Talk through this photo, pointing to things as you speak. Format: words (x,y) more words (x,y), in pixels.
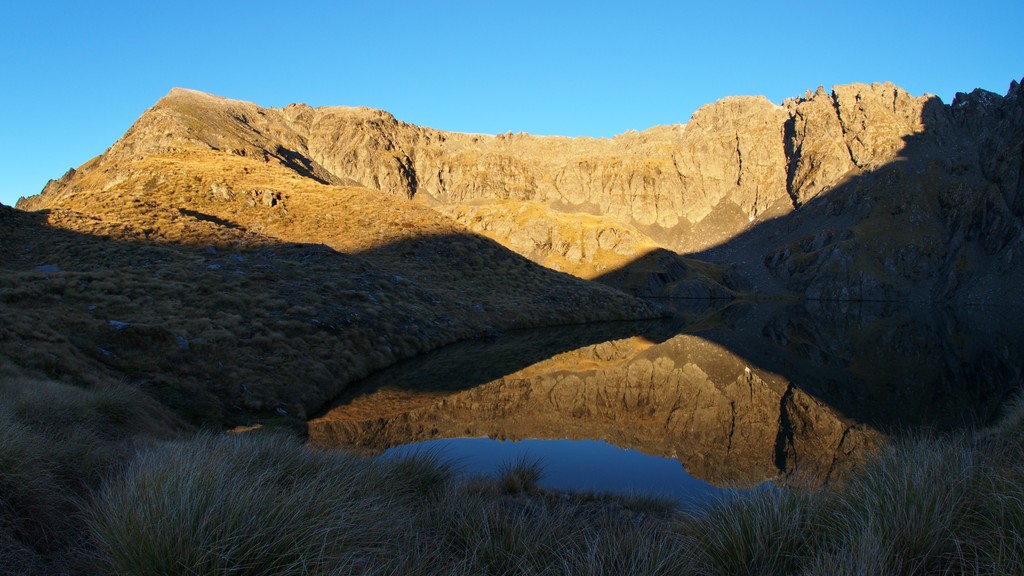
In this image, we can see mountains (517,323) and at the bottom (494,511), there is water (575,470) and grass (530,484). At the top (466,65), there is sky (448,76).
